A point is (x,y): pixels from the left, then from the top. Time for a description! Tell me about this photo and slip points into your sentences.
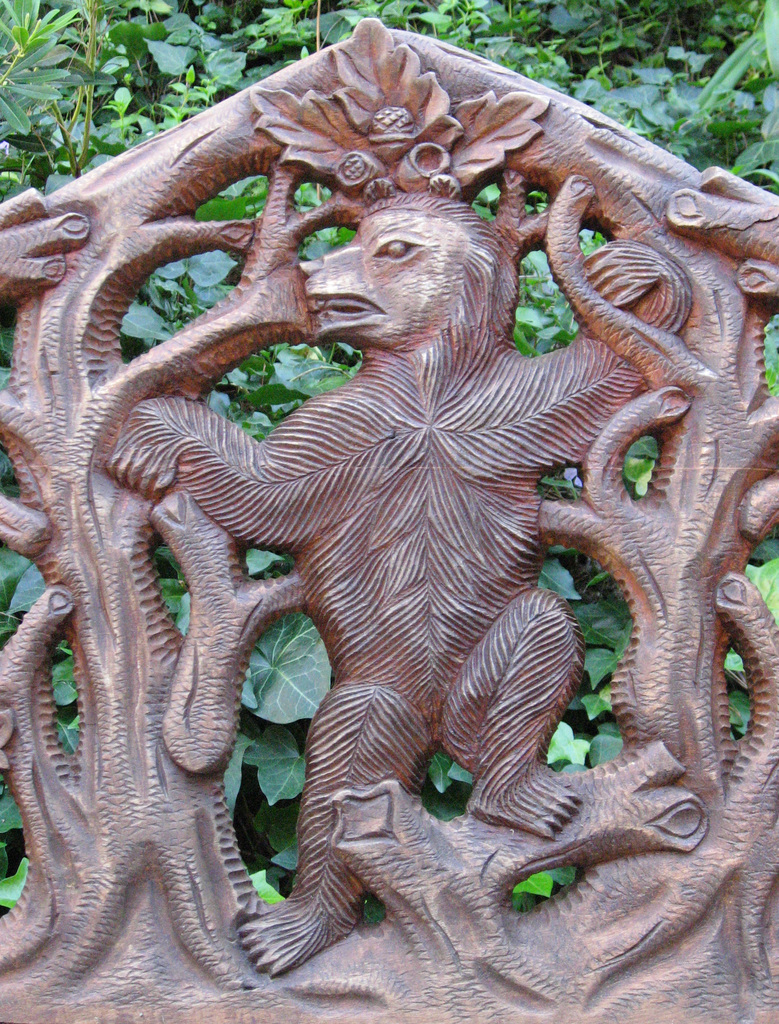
In this image there is a sculpture (357,222), in the background (303,22) there are plants (554,31).
